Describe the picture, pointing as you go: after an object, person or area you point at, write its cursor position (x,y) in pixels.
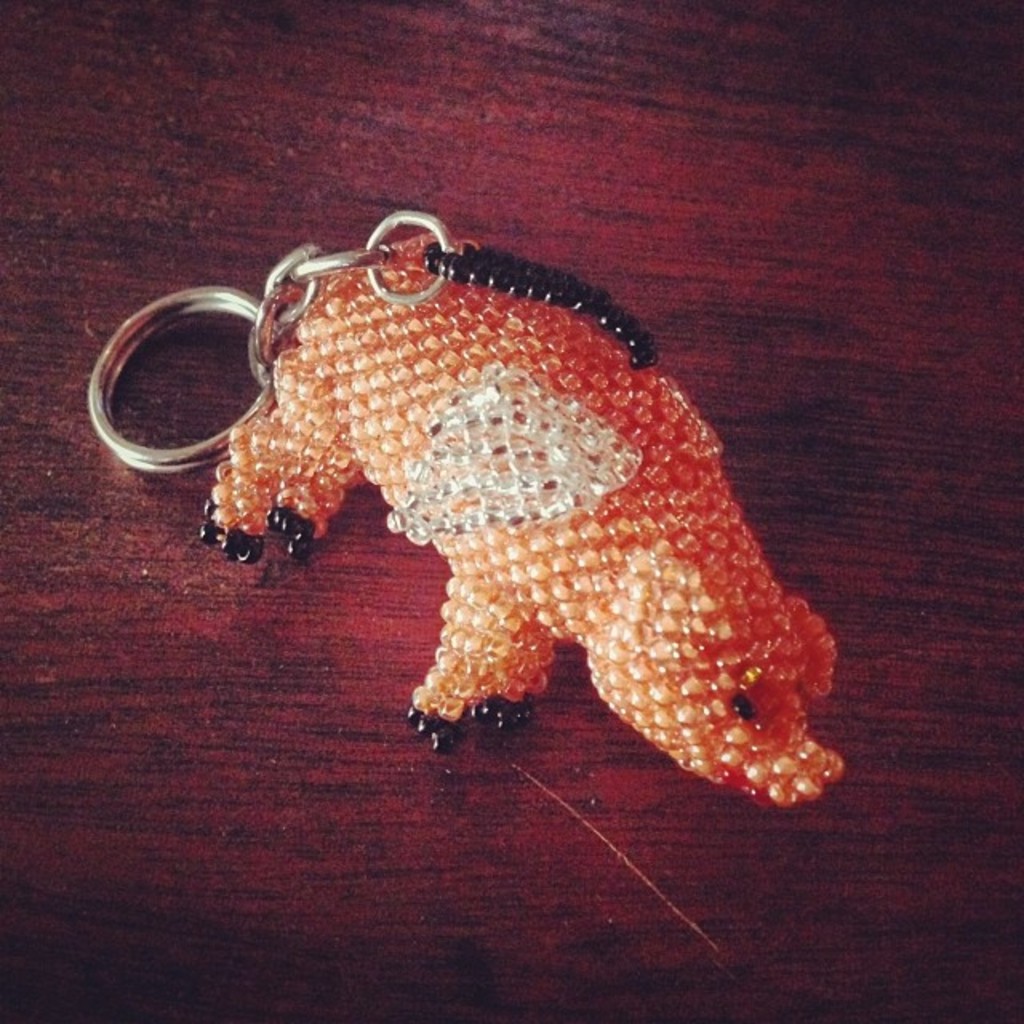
In this image we can see a key chain (387,452) of a animal (561,532) on the wooden surface (784,250).
